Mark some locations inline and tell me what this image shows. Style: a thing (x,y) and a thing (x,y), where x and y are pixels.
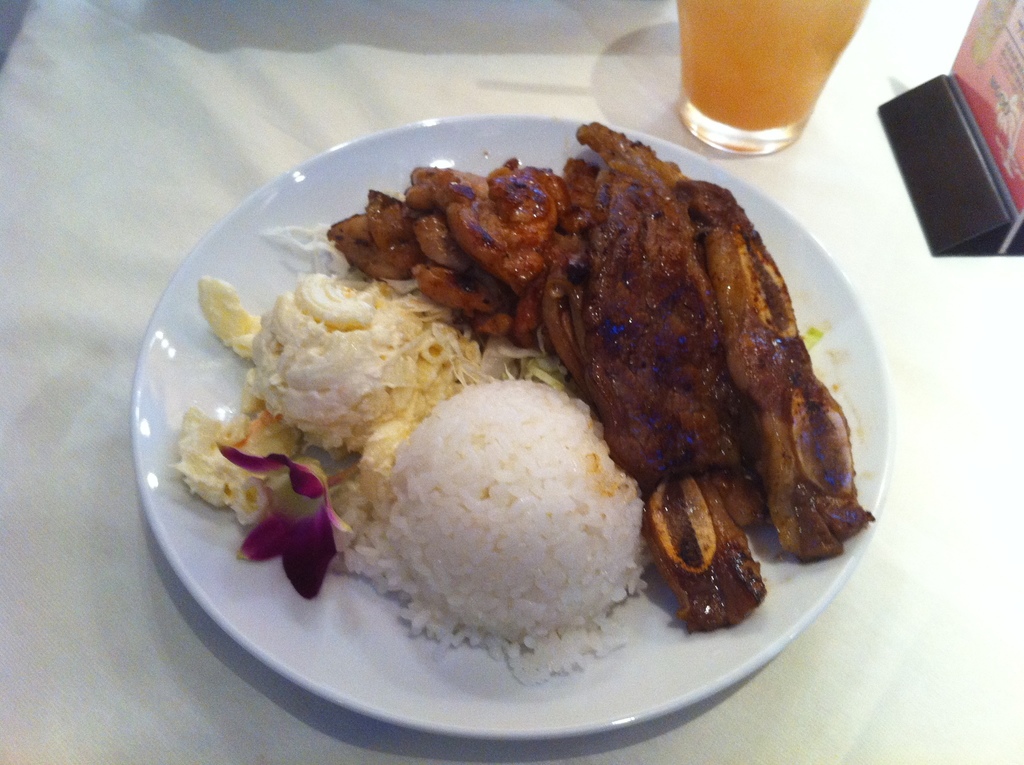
In this image, we can see food items (728,495) and flower (275,554) on the white plate (259,575). This plate (241,567) is placed on the white cloth (869,240). Top of the image (766,101), we can see a glass (767,124) and few object (930,144).
